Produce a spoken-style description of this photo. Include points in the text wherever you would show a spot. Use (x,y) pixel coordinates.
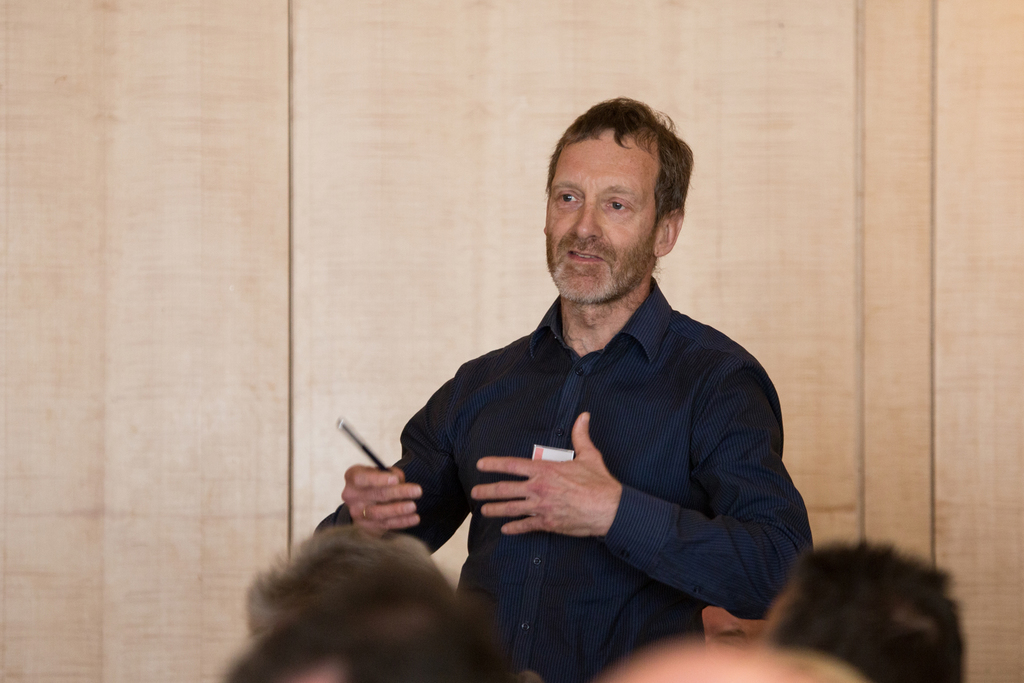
In the center of the image (571,337) a man (406,503) is standing and holding a pen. In the background of the image (919,339) wall (838,296) is present. At the bottom of the image (712,634) some persons (416,594) are there.
